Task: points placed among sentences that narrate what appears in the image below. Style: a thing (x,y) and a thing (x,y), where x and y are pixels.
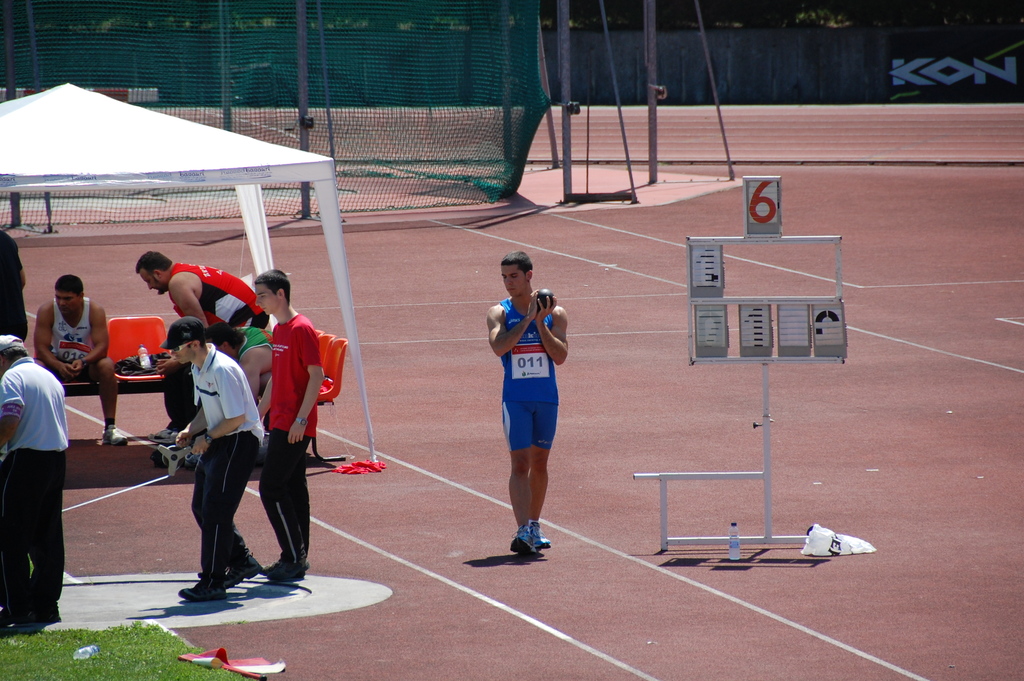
On the left side (98,148) there is a tent (97,143). Below that a person (80,333) is sitting on a chair (126,329). Also there are many chairs (140,338). And there are few people (238,402). On the ground (134,612) there is grass (113,658). And a person (197,364) wearing watch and cap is holding something (163,455) in the hand (202,446). Another person (528,373) is holding a shot put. There is a stand (767,321) with a number (776,209). Near to that there is a bottle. In the back (393,60) there is net (376,54). Also there are poles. In the background (816,53) there is a wall (788,58).
